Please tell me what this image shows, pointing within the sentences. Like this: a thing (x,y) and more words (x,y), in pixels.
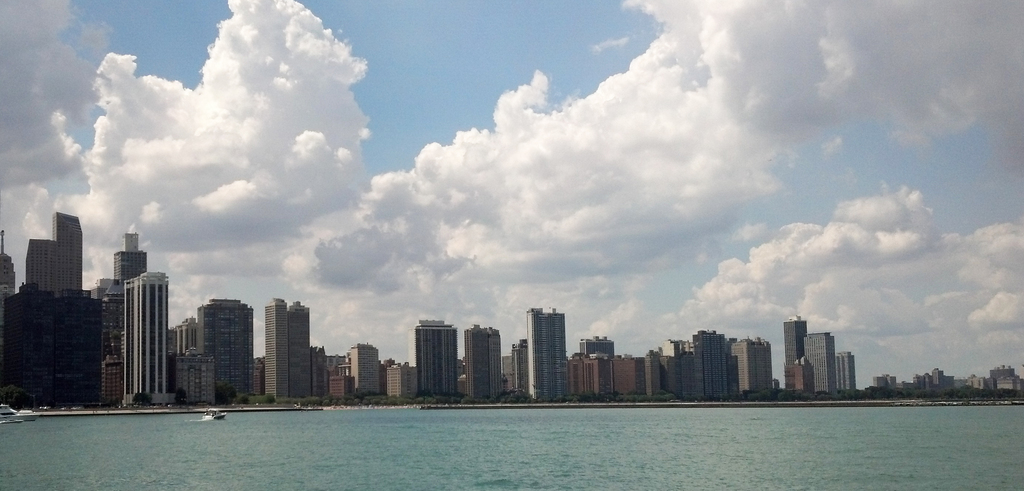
In this image we can see so many buildings (633,369) in front of buildings (764,377) sea (520,463) is there. Top of the image (573,124) is sky (573,124) with cloud (503,160).
